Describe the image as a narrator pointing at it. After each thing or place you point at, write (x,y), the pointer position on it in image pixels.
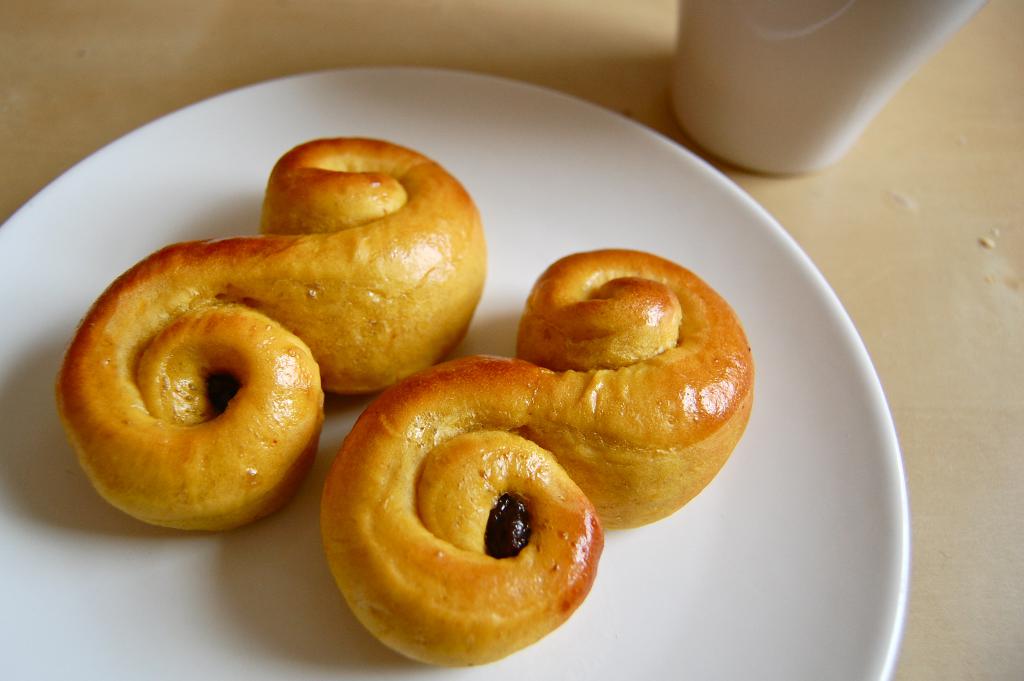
There is a plate (806,600) in the center of the image (466,329), it seems like buns (404,334) in it, it seems like a cup (769,60) at the top side (752,9).
